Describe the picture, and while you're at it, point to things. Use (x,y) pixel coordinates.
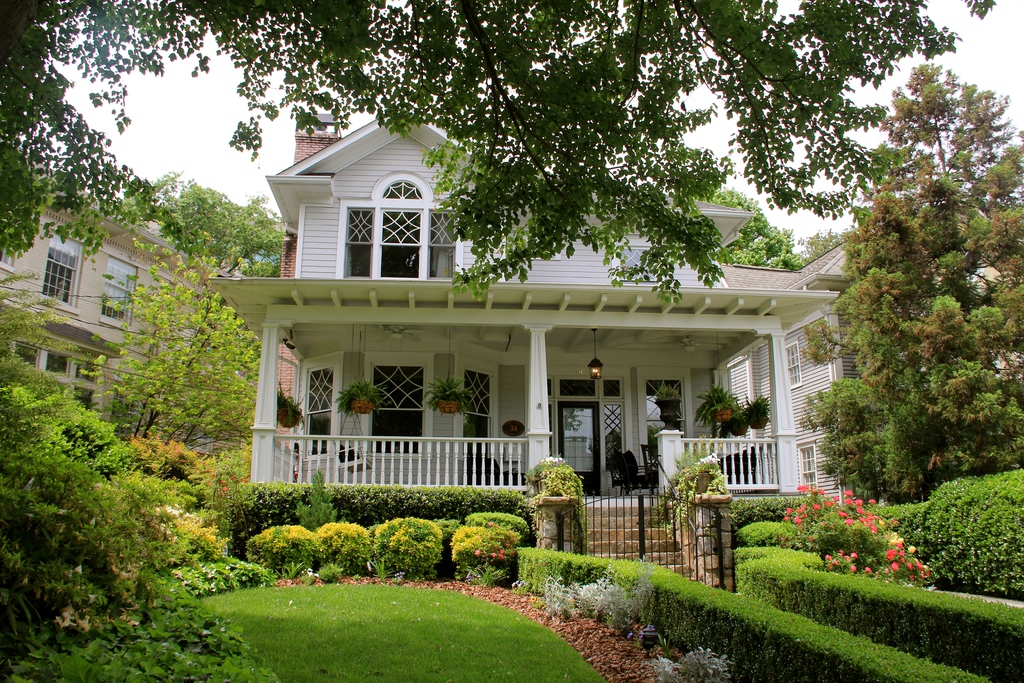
In the center of the image (415,317) there are buildings (428,370). At the bottom (690,647) we can see hedges (751,612) and bushes (400,550). There is a gate (666,553) and stairs (611,507). In the background (211,314) there are trees (224,225) and sky (267,135).
